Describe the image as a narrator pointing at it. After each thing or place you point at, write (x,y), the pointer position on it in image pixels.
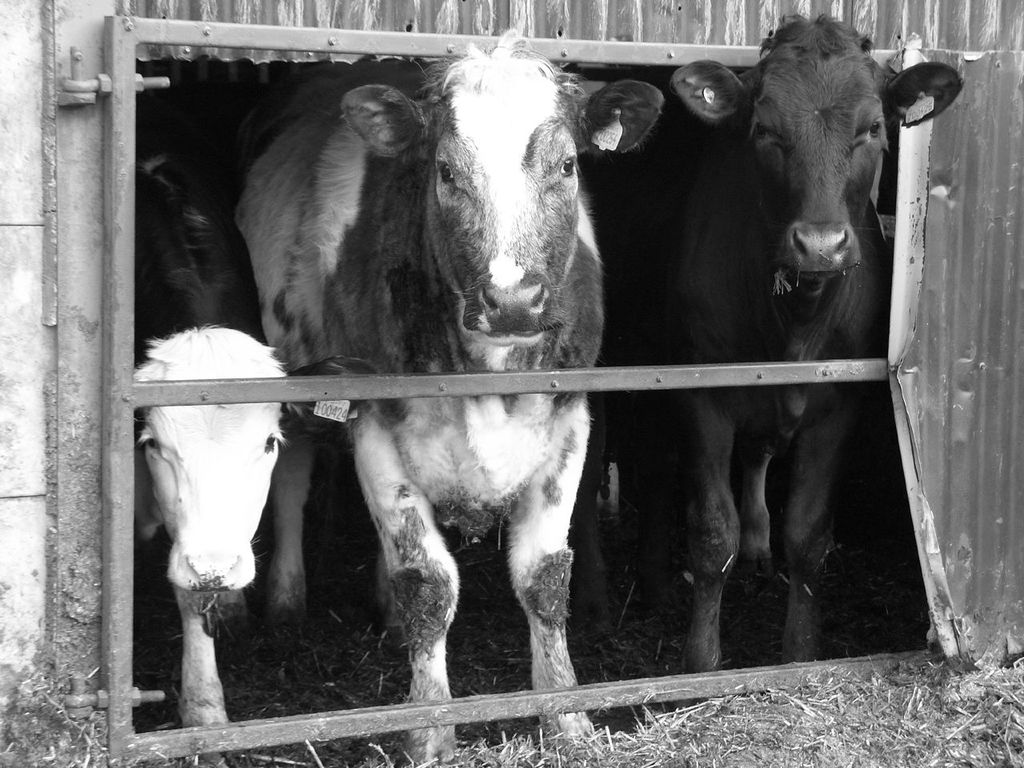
It is a black and white picture. In the center of the image (411,374) we can see one shed (926,311) and fence (246,739). In the shed (922,598), we can see three cows (557,675).
